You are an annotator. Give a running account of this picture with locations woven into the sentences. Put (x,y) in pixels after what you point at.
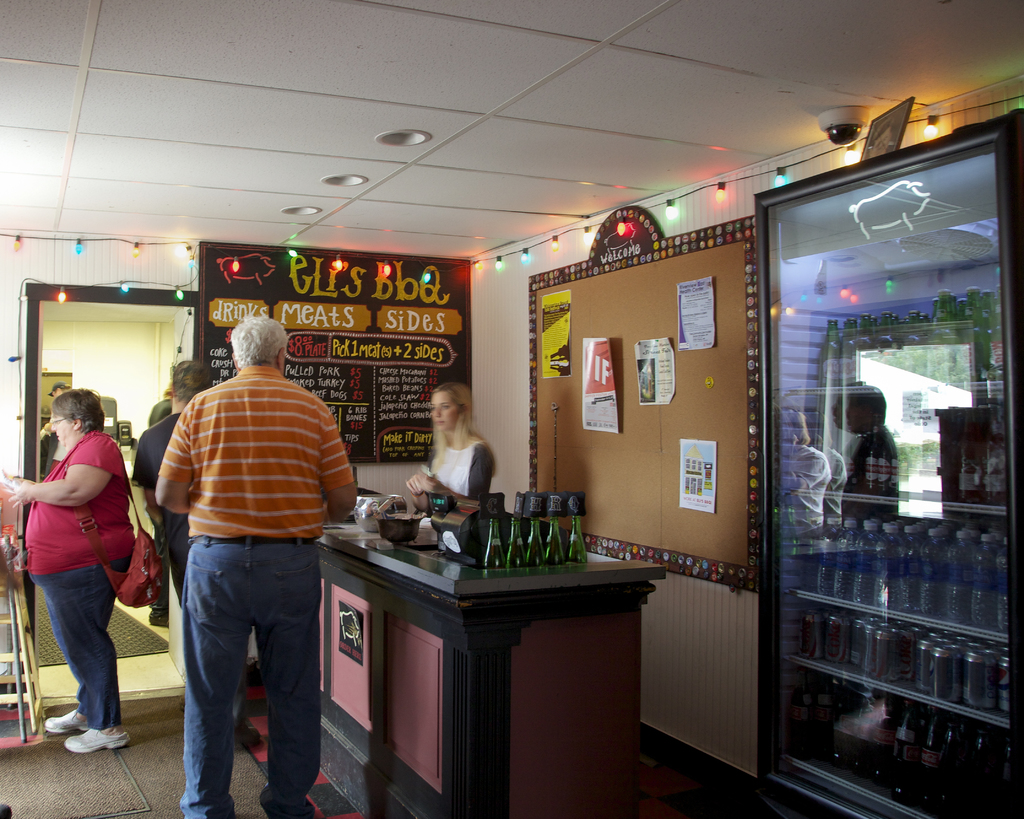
there are many person (473,412) standing in a shop (510,444).
